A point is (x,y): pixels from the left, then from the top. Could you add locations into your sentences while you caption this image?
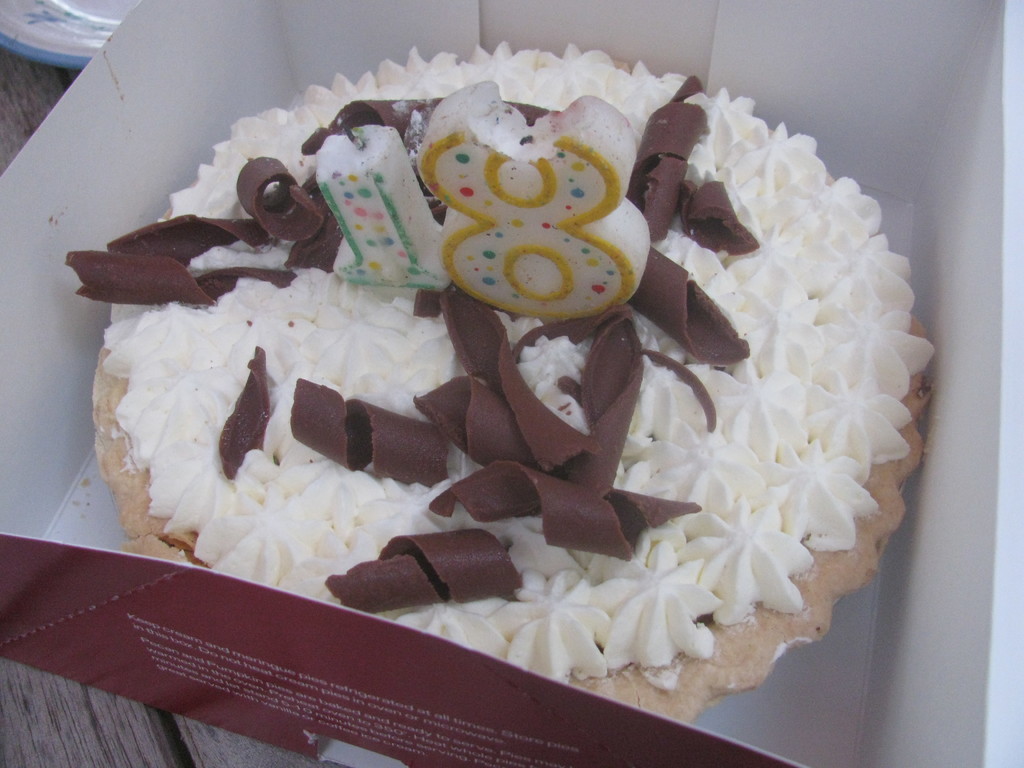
In this image, we can see a table (145,765), on the table (160,767), we can see a box (347,646). In the box (447,47), we can see a cake (544,73) and a candle (379,200). In the left corner of the table (19,84), we can see one edge (33,60) of a plate (39,36).
